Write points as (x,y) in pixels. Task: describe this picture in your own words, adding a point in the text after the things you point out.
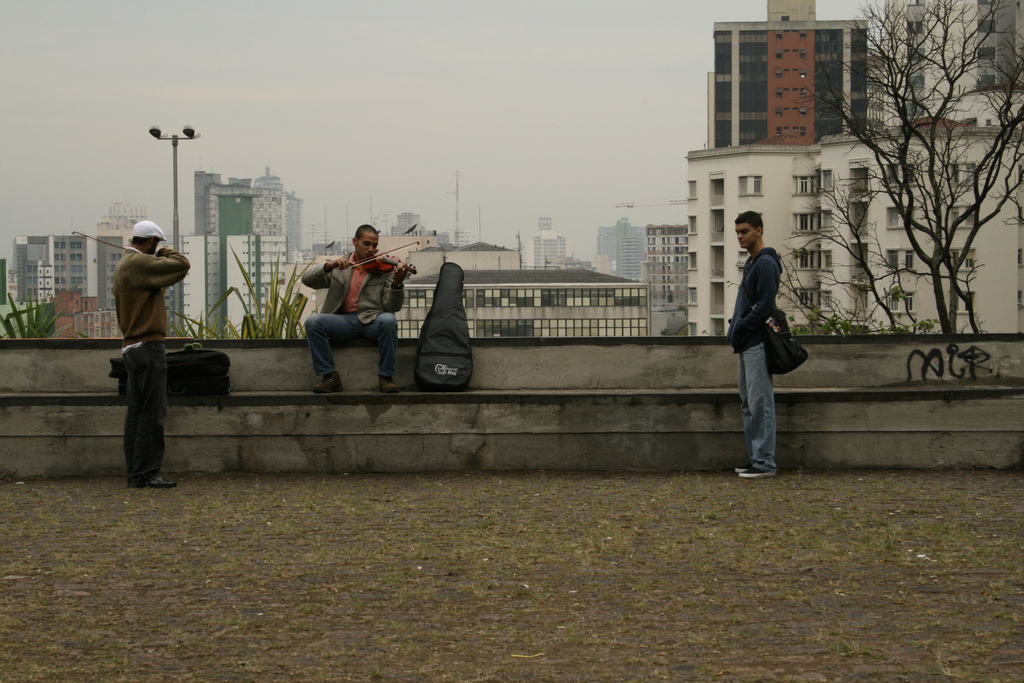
In this image, there are two persons (762,298) standing and wearing clothes (154,327). There is an another person (323,272) in the middle of the image (342,279) playing a violin (390,266) and sitting in front of buildings (542,297). There is a tree (919,253) in the top right of the image (874,205). There is a sky (607,19) at the top of the image (529,18).
